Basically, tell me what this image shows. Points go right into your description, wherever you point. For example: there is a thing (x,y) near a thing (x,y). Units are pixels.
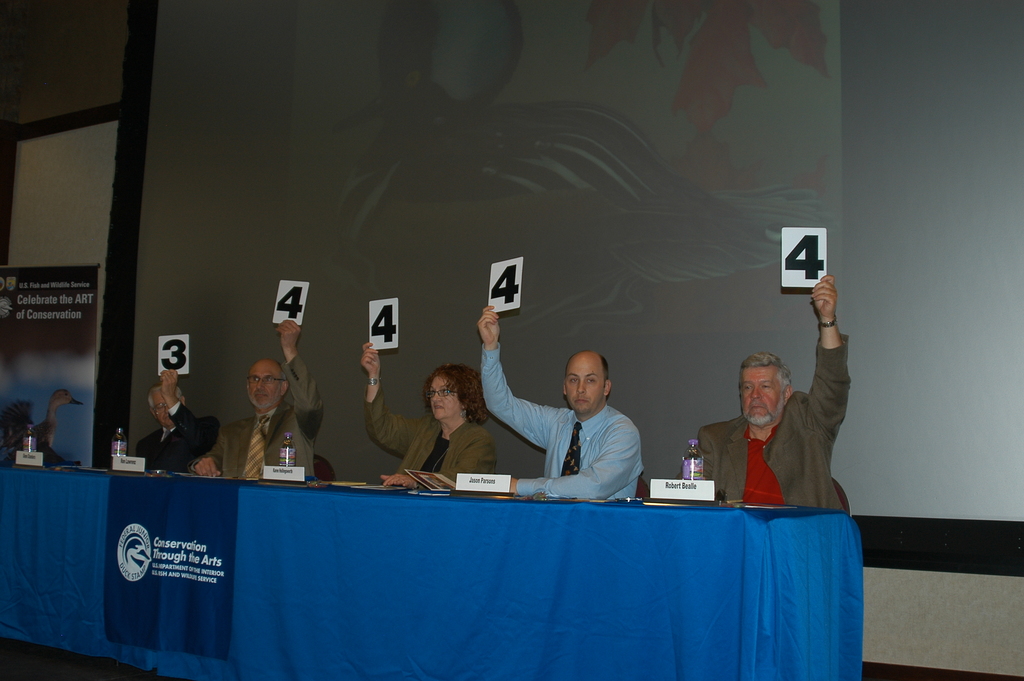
In this image we can see five people (726,472) sitting and holding some card (800,270) in their hands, there is a table (307,540) covered with cloth (652,559) in front of them and there are name boards (658,492), water bottles (699,478) and some objects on the table (364,481). In the background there is a presentation (359,448).
